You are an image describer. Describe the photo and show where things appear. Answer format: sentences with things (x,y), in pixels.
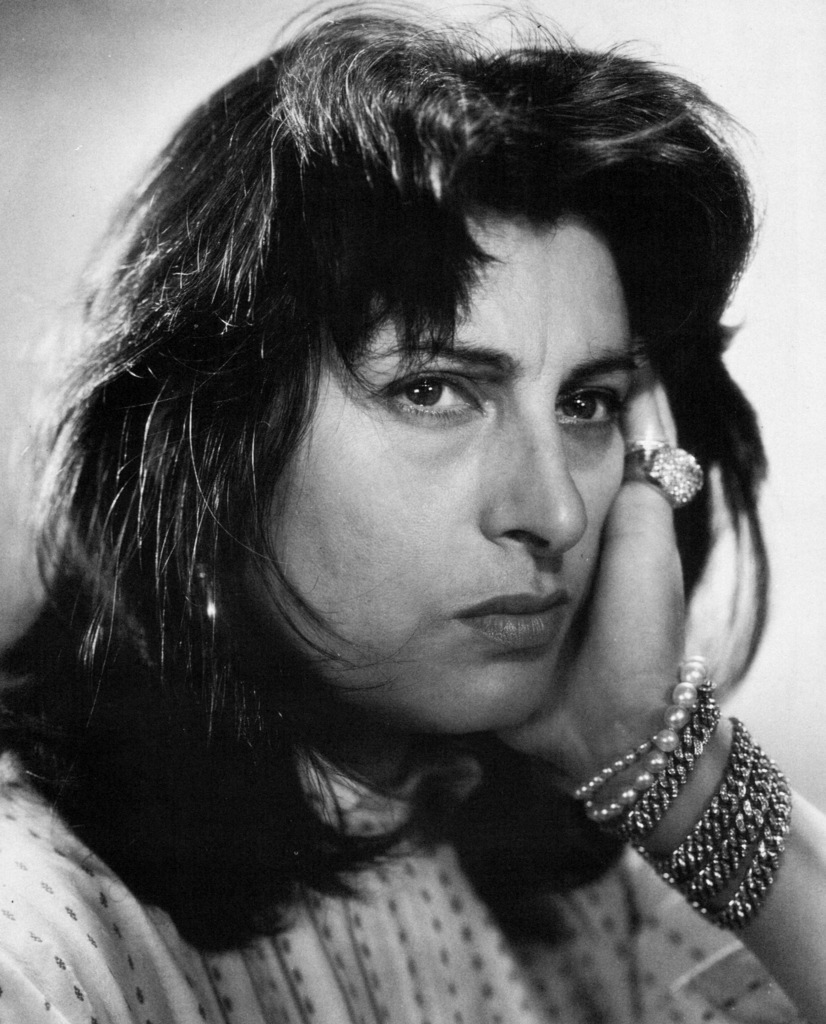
This image consists of a woman (670,342) and wall (140,36). This image is taken may be in a room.
